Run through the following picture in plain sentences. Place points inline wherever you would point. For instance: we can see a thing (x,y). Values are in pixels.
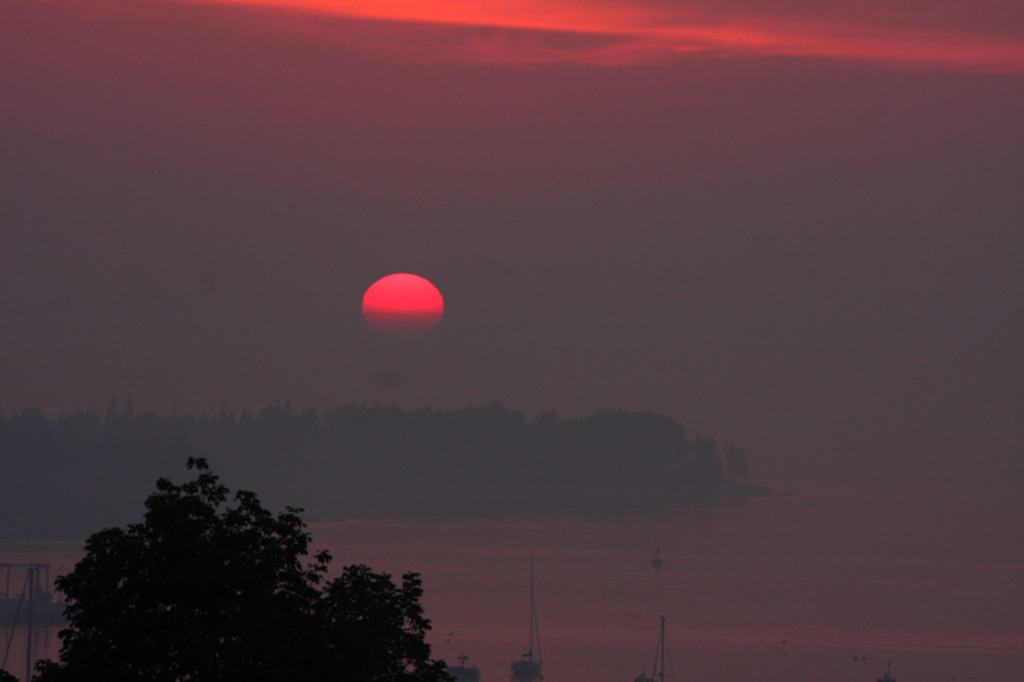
In this image in the front (241,574) there is a tree (244,624) and in the center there is water (636,564). In the background (284,445) there are trees (629,443) and the sky (600,189) is cloudy and there is the sun (394,283) visible in the sky (338,238).
